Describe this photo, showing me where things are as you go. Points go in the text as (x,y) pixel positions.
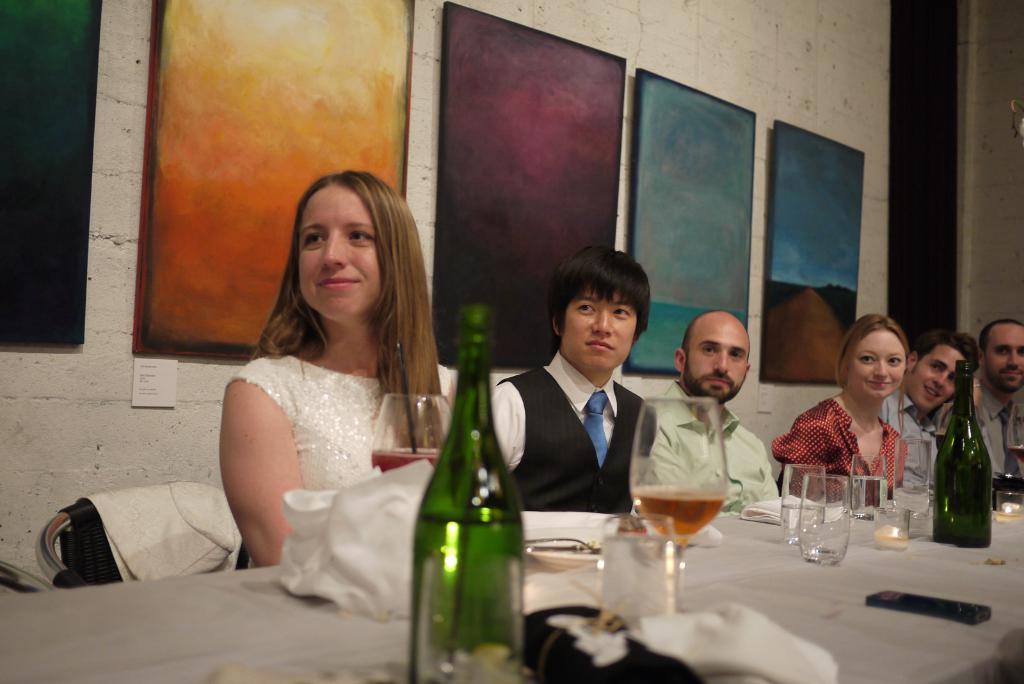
In this image we can see a table (864,619). On table (942,567) bottles (492,620), glasses (650,565) and napkins (360,529) are present. Behind table (920,591) people (698,394) are sitting. Background of the image (862,51) wall (647,383) is present, on wall (775,78) so many frames (399,175) are attached.
